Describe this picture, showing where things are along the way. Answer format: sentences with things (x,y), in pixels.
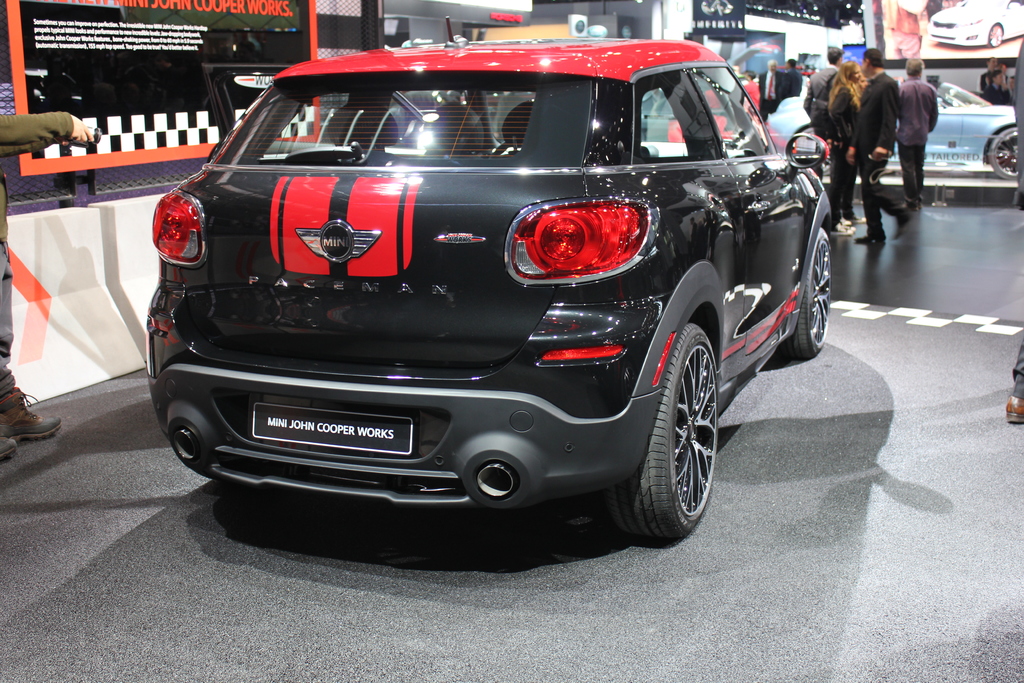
In this image there are a few cars (563,259) on the display, around the cars (407,75) there are display boards (178,66) with some text (155,47) and there are people (835,103) walking around.
